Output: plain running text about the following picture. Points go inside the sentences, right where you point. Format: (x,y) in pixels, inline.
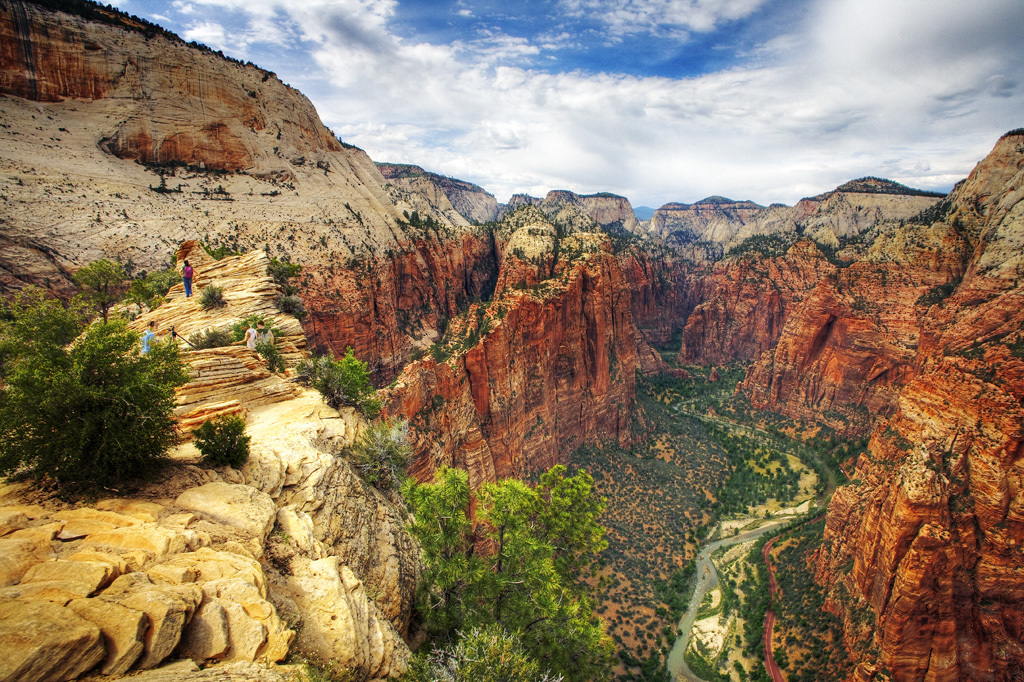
The picture consists of a mountain valley (581,385). In the center of the picture (670,425) there are trees (522,620) and a water body (713,548). On the left (192,381) there are trees (161,392), mountains (214,360) and people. On the right (811,306) there are mountains (886,278).
